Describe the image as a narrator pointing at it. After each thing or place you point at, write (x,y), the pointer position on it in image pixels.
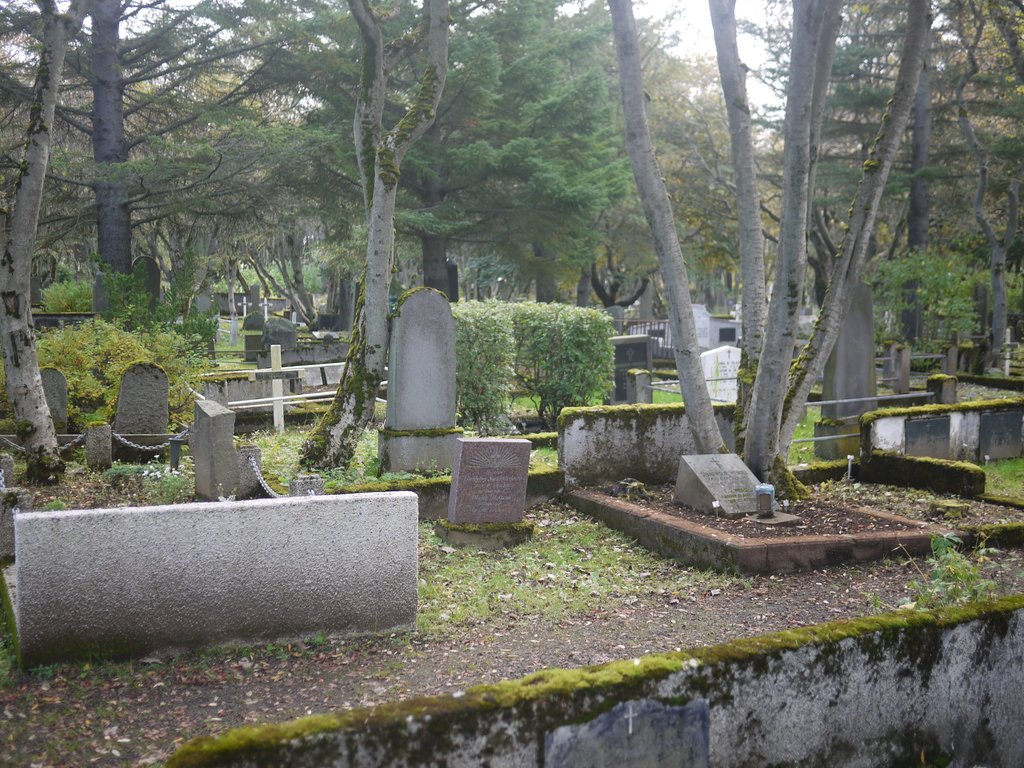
This image is taken in a grave yard (291,461) where we can see few headstones (429,427), trees (395,259), garden (522,324) and the sky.
